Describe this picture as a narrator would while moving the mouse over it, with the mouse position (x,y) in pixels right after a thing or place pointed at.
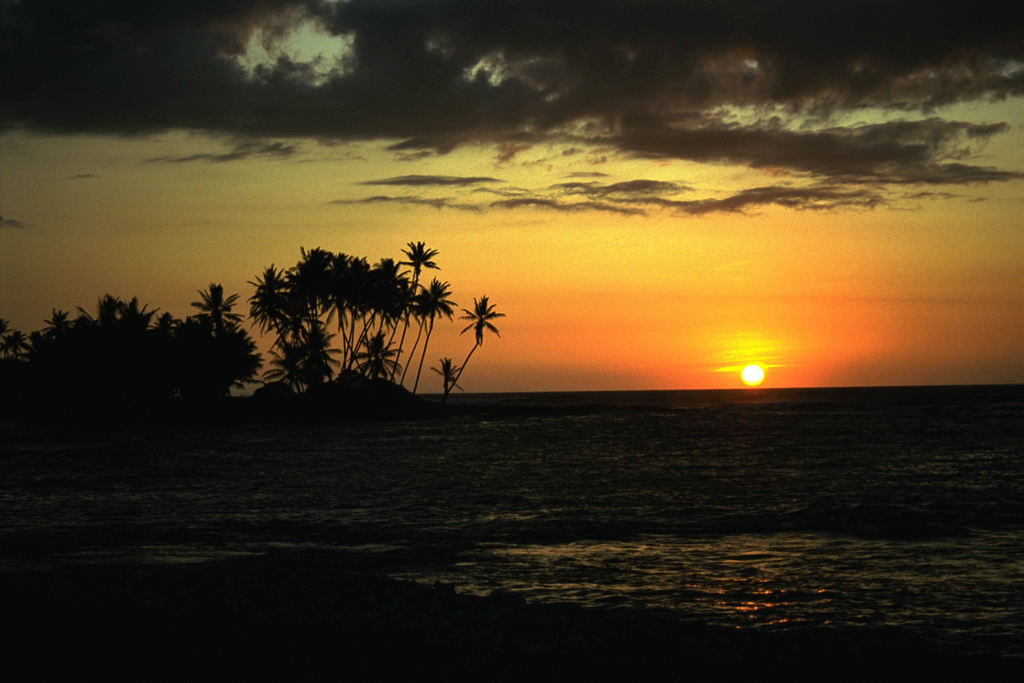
In the image I can see trees (237,377) and the water (692,520). In the background (538,260) I can see the sun (754,380) and the sky (558,252). The image is little bit dark.
